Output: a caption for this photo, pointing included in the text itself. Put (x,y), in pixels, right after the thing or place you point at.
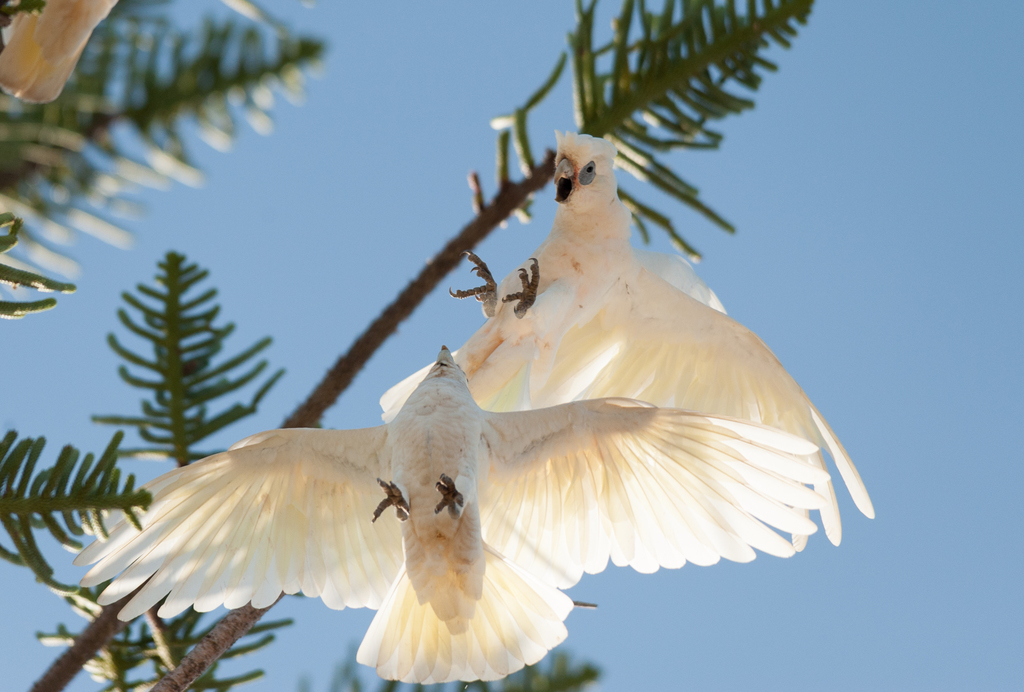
In this picture we can observe two birds (535,462) which were in white color, flying in the air. There is a tree (118,113). In the background (323,212) we can observe a sky (757,608).
